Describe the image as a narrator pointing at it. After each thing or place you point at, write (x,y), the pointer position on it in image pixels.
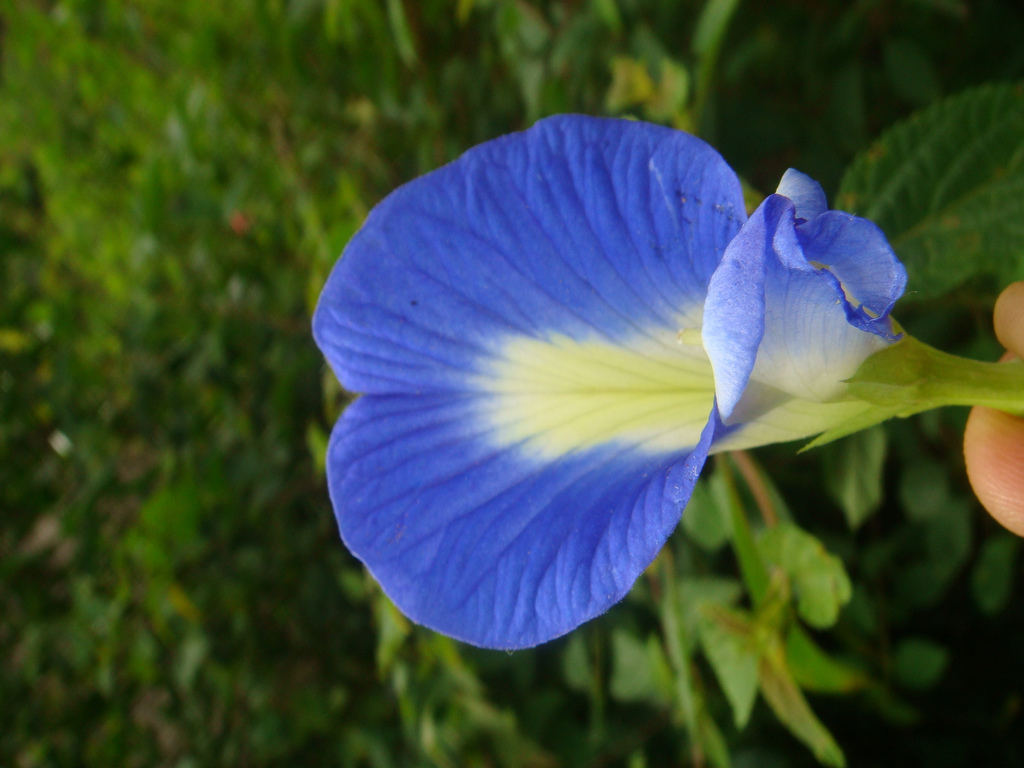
In this picture we can see a blue flower (478,414) and behind the flower (475,385) there are plants (260,314).
